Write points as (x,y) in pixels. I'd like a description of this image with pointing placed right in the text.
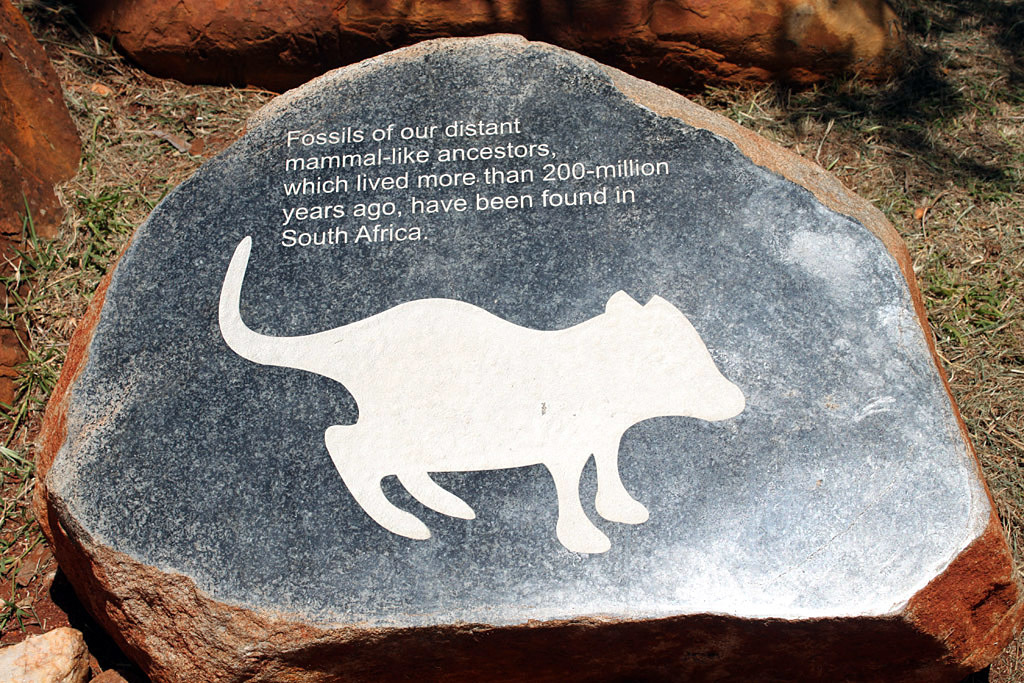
In this image we can see a stone (820,385). On this stone (507,427) we can see picture (436,466) of an animal (710,380) and something is written on it. Here we can see grass (869,151) and stones (687,17).
